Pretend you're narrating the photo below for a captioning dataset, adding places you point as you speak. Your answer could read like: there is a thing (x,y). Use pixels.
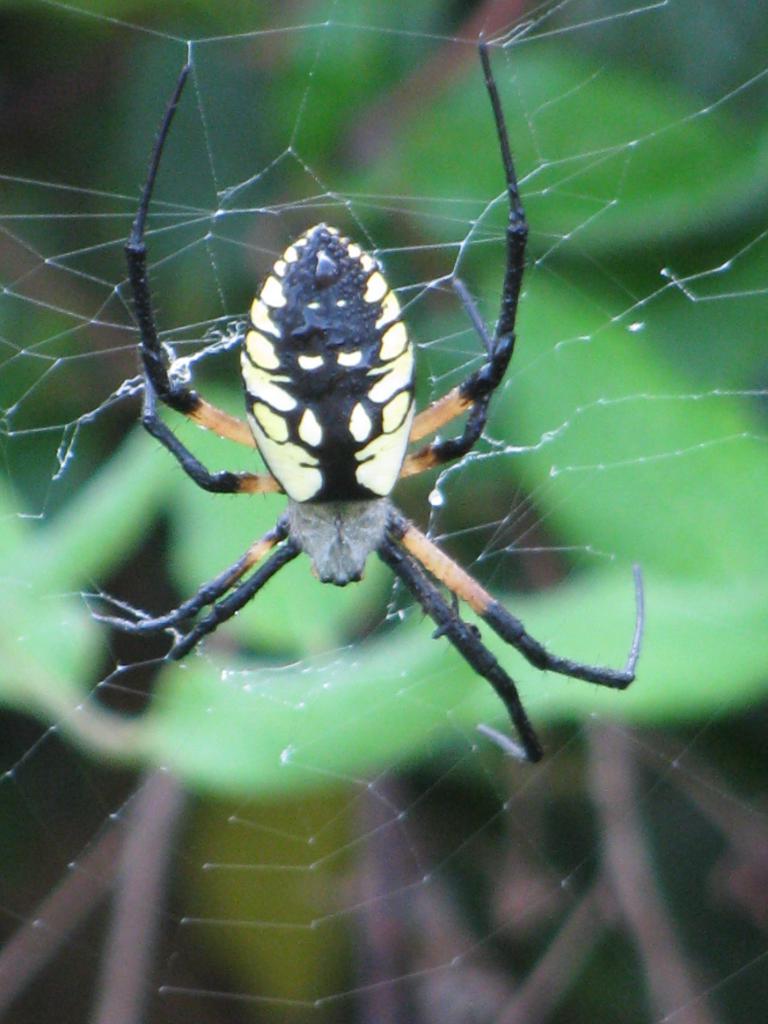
This picture is highlighted with a spider (356,424) and there is spider web (619,351) behind this spider (353,392). On the background of the picture (610,145) we can see green colour, i guess it's a leaf (621,362).
